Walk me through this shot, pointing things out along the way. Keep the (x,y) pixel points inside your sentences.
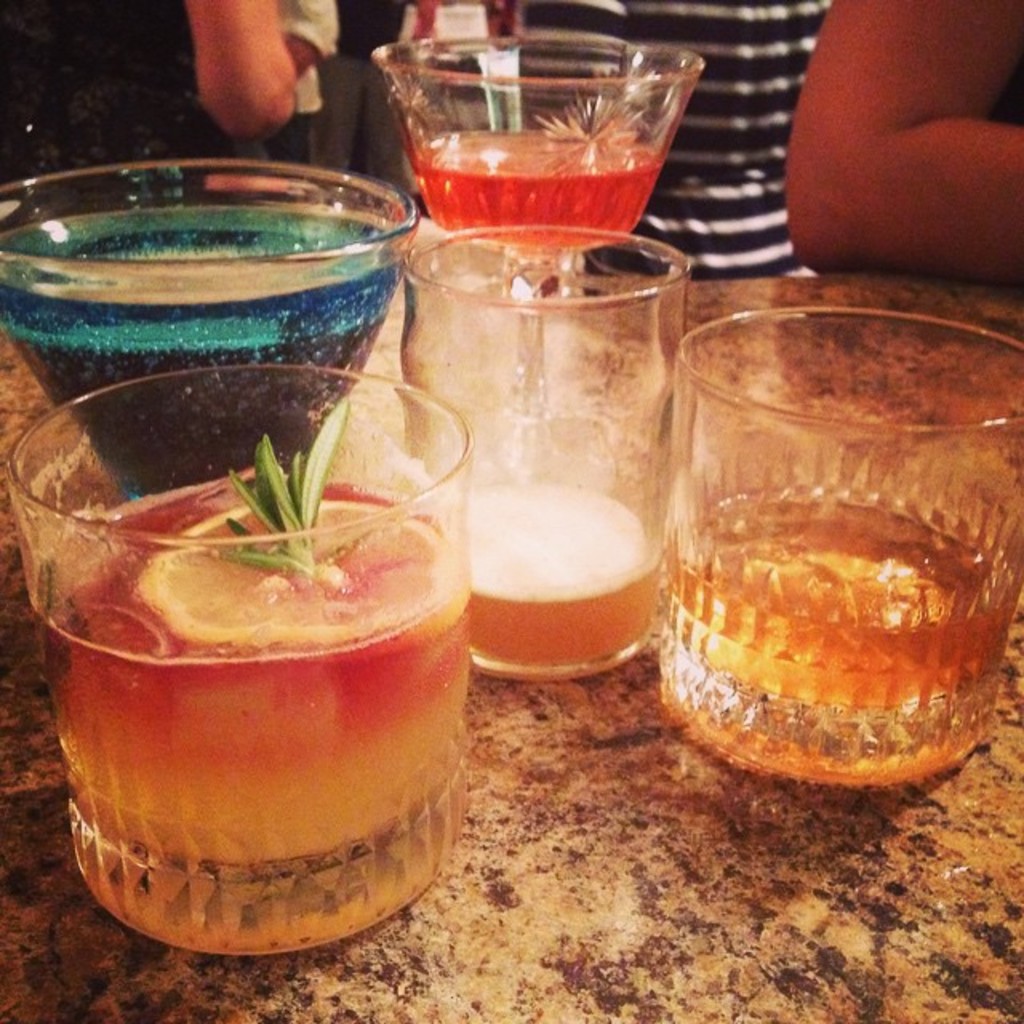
In the foreground of the picture (388,820) there is a table (660,701), on the table (1021,684) there are glasses (388,456) with different drinks (704,516). At the top (276,33) there are people (541,5).
